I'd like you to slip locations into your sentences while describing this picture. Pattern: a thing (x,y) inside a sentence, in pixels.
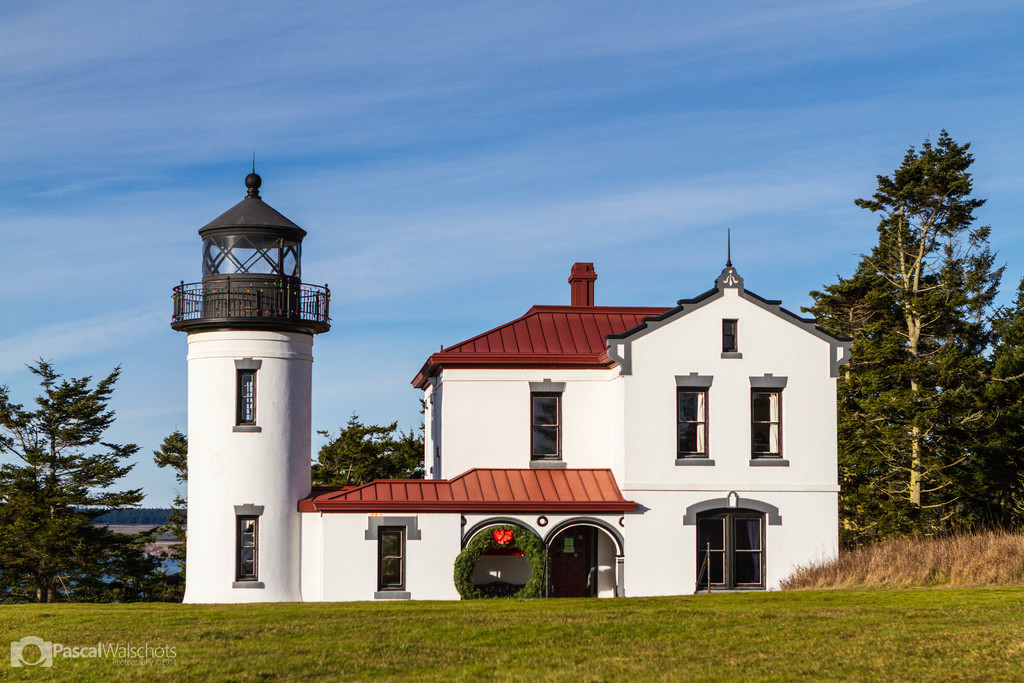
In this image we can see the house (672,407), glass windows (721,553), doors (752,558), plants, trees (992,367), dried grass (935,567), metal fence (317,308), at the bottom (927,627) we can see the grass (928,600) and some written text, at the top (770,182) we can see the sky (343,111) with clouds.
